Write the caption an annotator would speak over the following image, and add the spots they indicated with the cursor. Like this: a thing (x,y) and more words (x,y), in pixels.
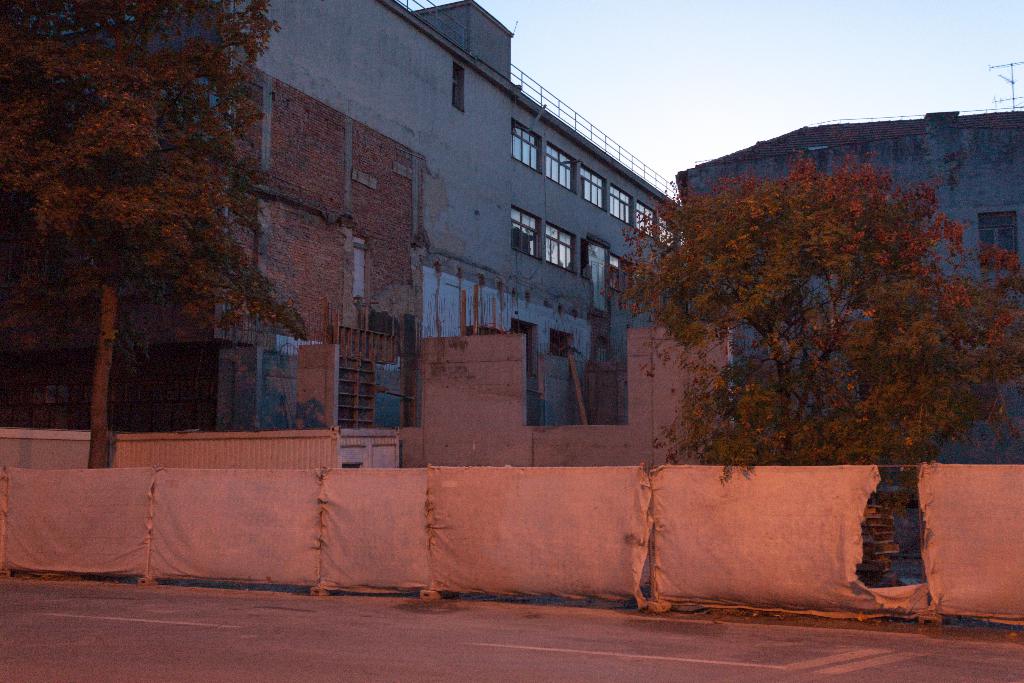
There is a road (95,664) near white color sheets (39,529) which are attached with one and other. In the background (959,314), there are trees (936,276), white wall (425,414), buildings (623,189) which are having glass windows (990,223) and there is blue sky (644,60).
